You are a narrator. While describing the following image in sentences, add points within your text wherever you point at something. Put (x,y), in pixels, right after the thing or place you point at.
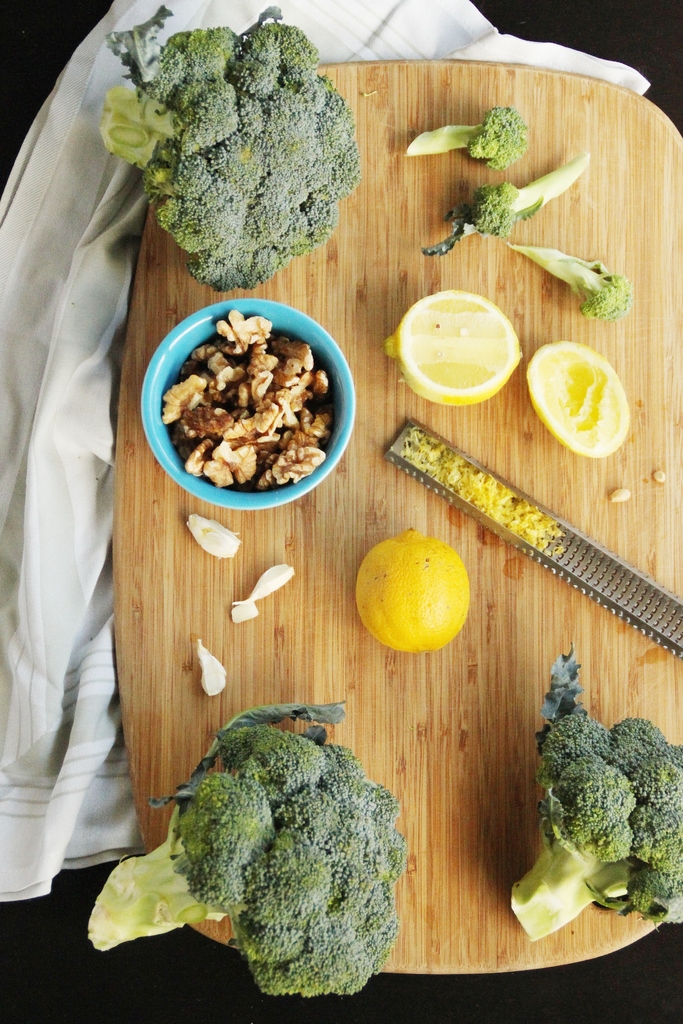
In this image we can see broccoli (236,181) and lemons (410,624) placed on the table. Under the board (467,81) there is a cloth (37,810).
